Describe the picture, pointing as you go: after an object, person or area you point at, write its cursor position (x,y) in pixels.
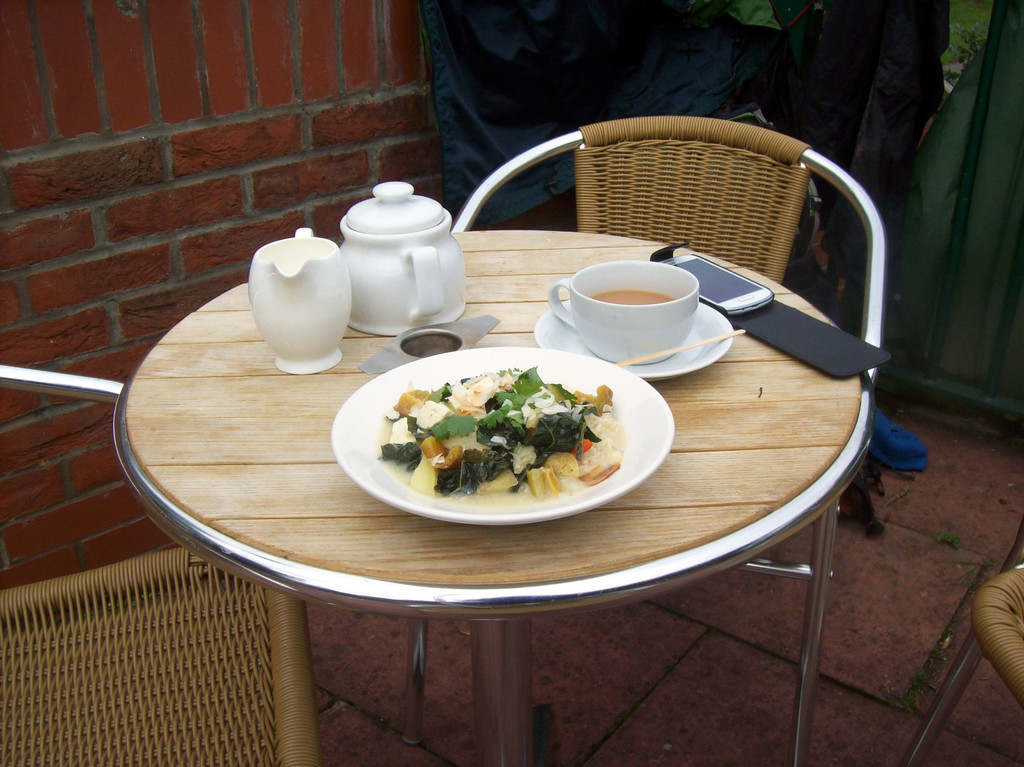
In the image there is a table (349,546). On table (291,495) we can see a plate (444,502) with some food (515,425), coffee cup (626,320), mobile (729,294), jar (356,292). On right side (712,198) and left there are chairs (727,199) in background (292,100) there is a brick wall (300,111).
